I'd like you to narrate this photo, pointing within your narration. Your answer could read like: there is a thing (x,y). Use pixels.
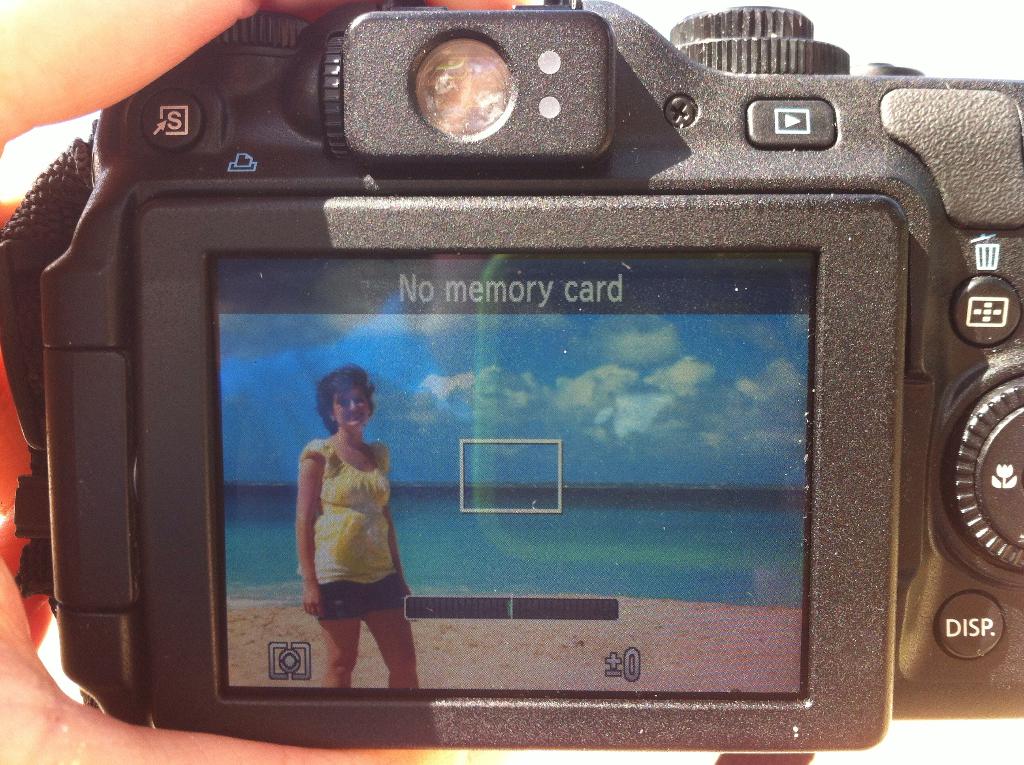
In this image there are fingers (144,745) of a person (148,20) holding a camera (544,98). There are buttons (979,408) on the camera (258,107). On the screen (238,328) there is a picture (359,521) of a woman (356,563) standing on the ground (475,659). Behind her there is the water (486,535). At the top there is the sky (517,406). There is text (491,286) on the screen (477,289) of the camera (414,288).
